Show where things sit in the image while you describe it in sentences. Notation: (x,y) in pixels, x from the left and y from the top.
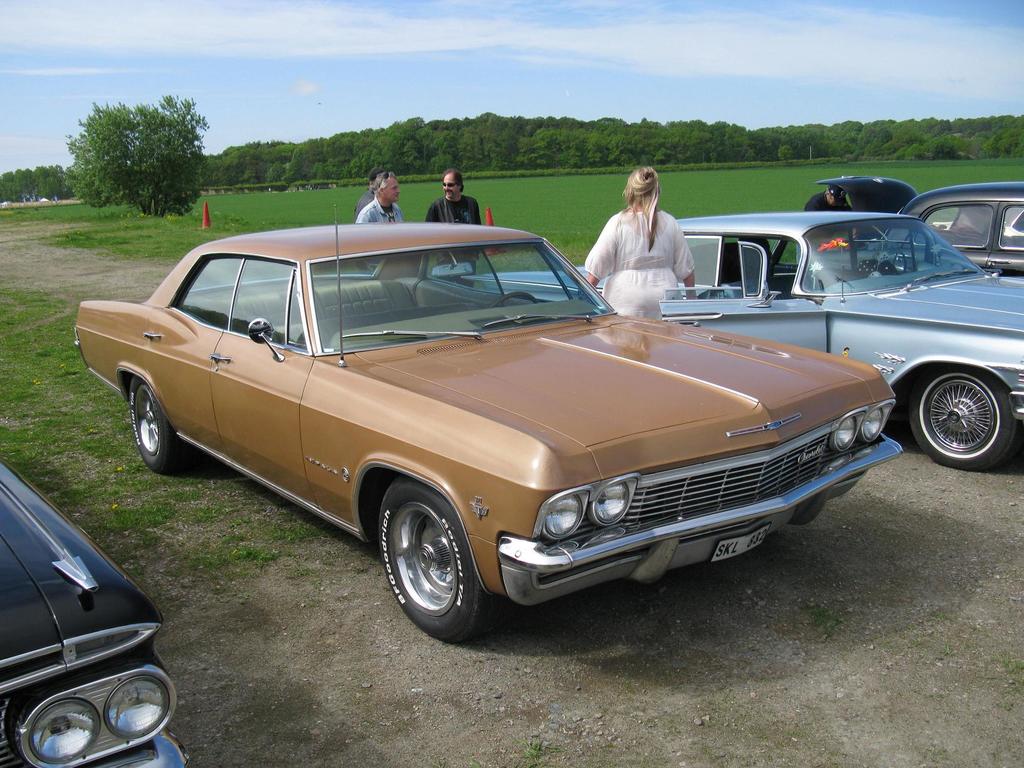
In this image I can see ground (567,742) and on it I can see few cars (791,333) and few people (620,213) are standing. In the background (255,192) I can see few red cones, grass (235,221), number of trees (93,124) and the sky (481,81).
